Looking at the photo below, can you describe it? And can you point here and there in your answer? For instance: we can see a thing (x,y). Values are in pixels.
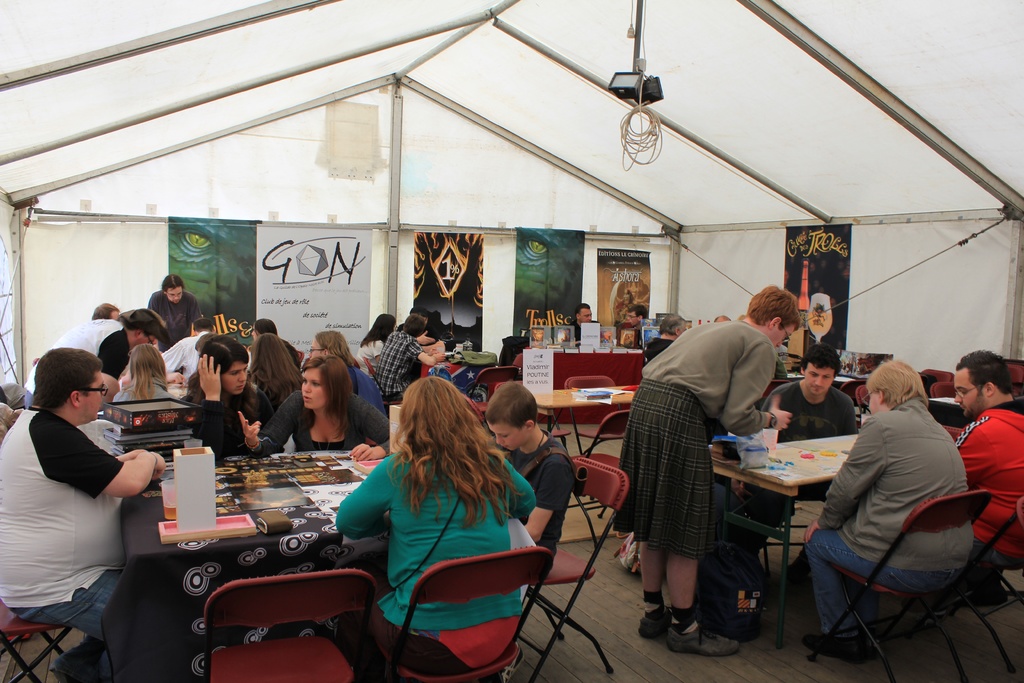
In this image I can see people (64,340) where few of them standing and rest all are sitting on chairs (263,657). I can also see few tables (715,463) and few stuffs (757,457) on it.
